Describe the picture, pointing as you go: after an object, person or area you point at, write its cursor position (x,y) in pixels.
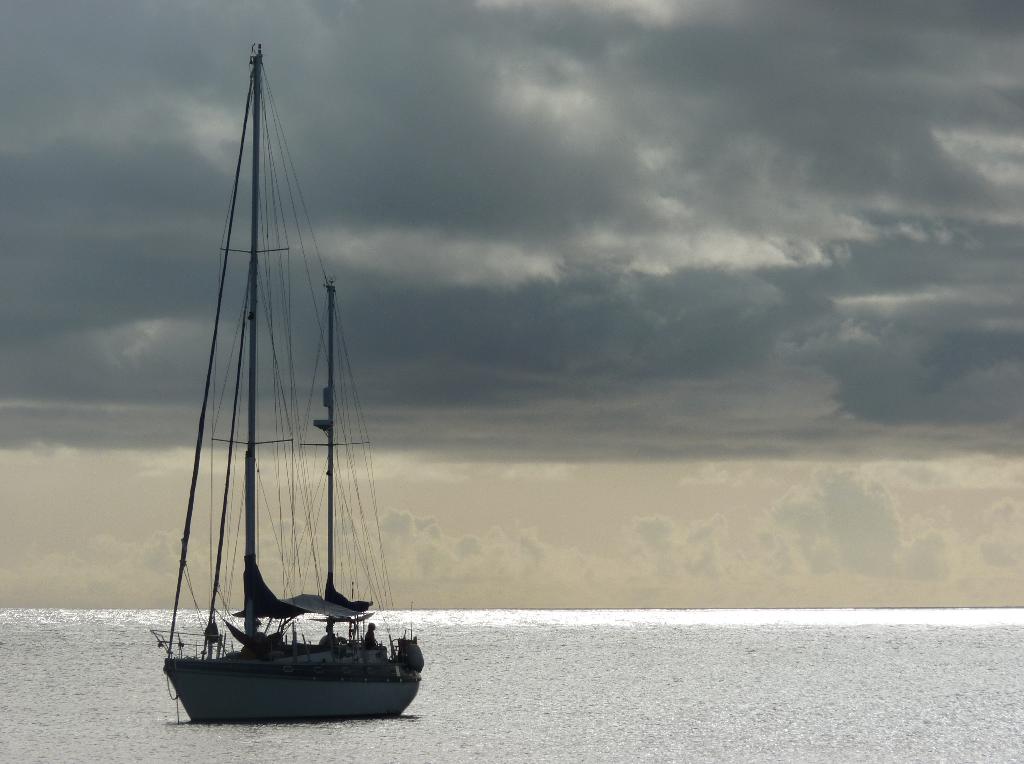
As we can see in the image there are few people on boat (308,661), water (599,728), sky (793,525) and clouds (685,356).
